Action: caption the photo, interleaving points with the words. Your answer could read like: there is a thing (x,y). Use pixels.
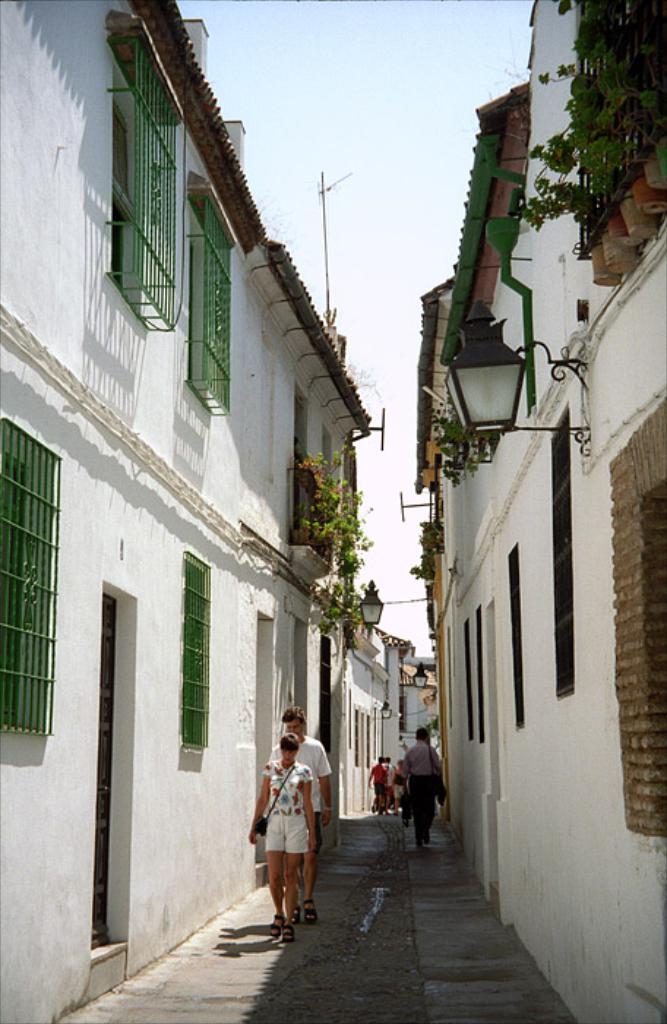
Here we can see few persons (425,808). There are buildings (304,558), windows (291,510), plants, lights (517,392), and poles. In the background (360,326) there is sky (395,566).
